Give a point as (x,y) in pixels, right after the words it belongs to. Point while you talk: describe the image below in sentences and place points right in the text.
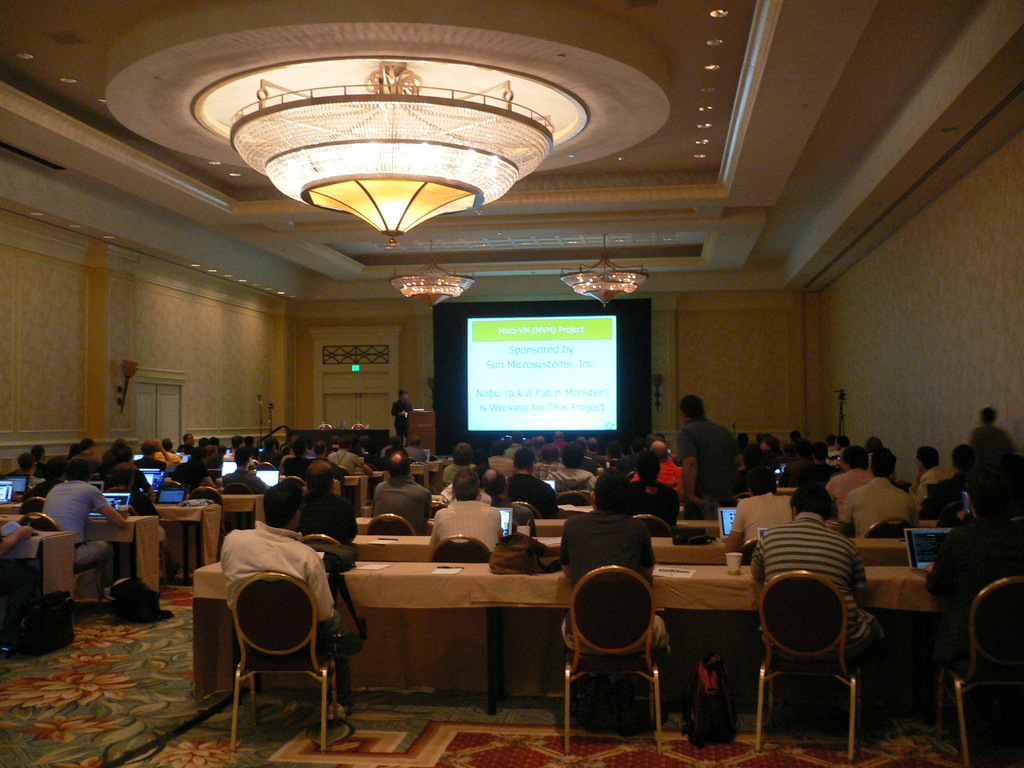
Here we can see a group of people (299,464) sitting on the chair (603,572), and in front her is the table (711,564) and some objects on it, and here is the projector (532,409), and beside a person (405,401) is standing, and here is the wall (100,312).
